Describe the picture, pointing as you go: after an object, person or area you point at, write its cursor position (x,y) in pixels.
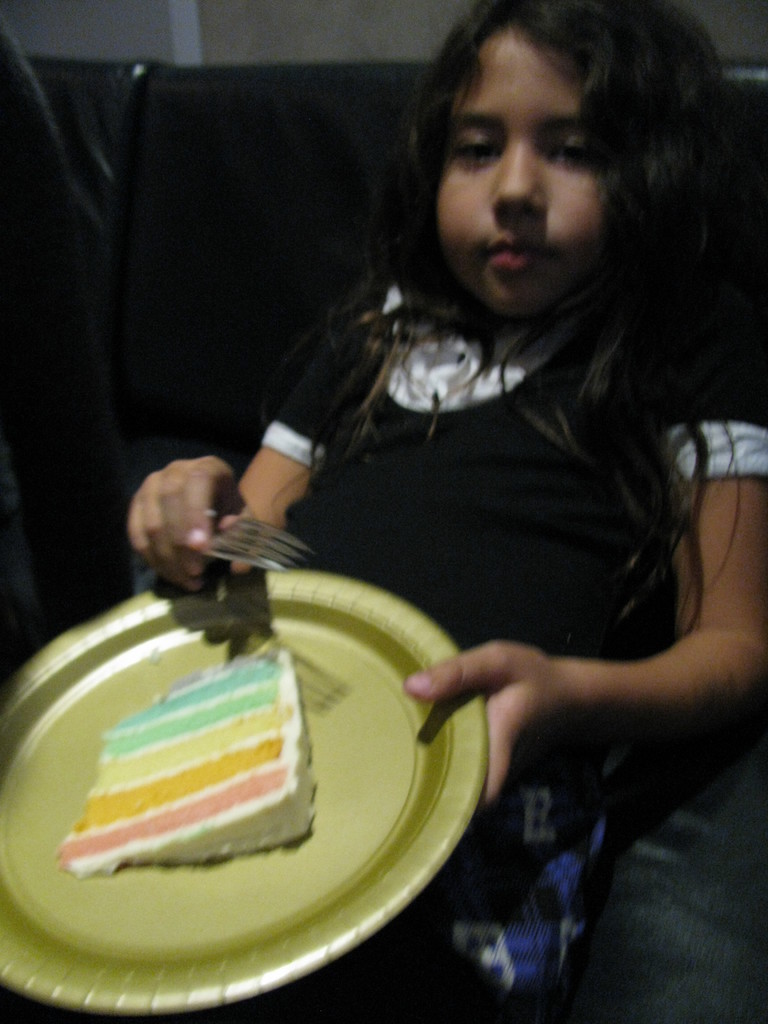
In this image I can see the person (515,425) with the dress (587,529) and holding the plate (294,857) and fork (274,532). I can see the black background (182,310). I can see the food (189,723) in the plate (287,589).
